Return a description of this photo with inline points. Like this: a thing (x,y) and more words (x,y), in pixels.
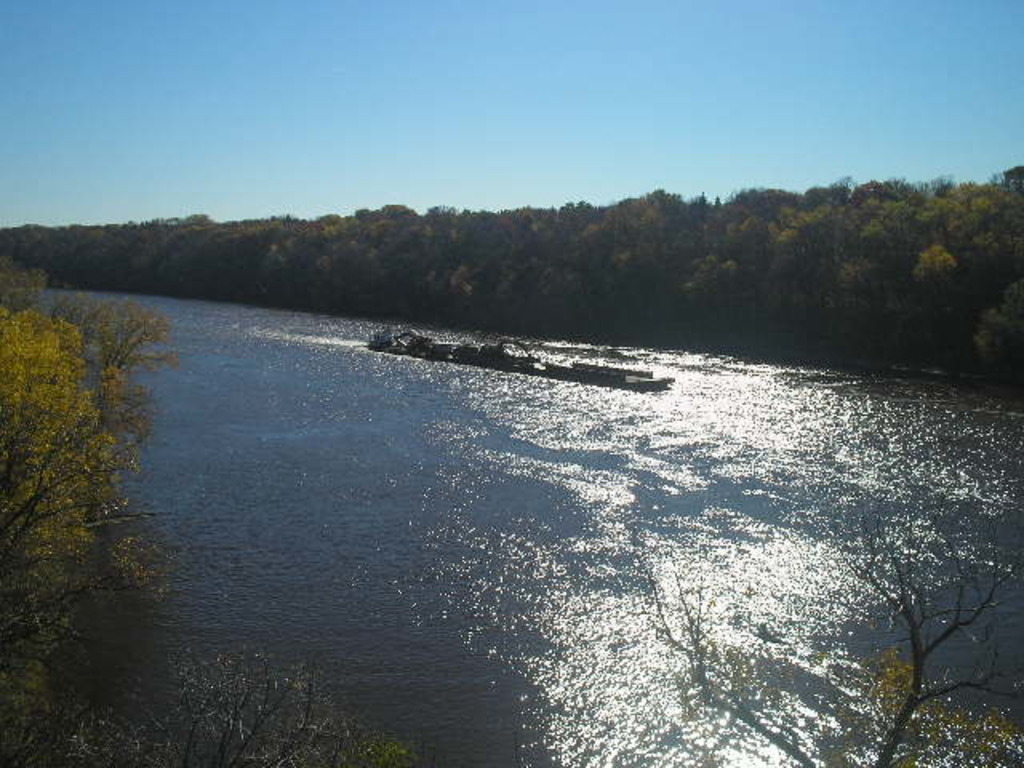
At the bottom (605,590) we can see trees (939,726), water (636,701) and there is a boat (480,351) on the water (456,398). In the background (917,313) there are trees (595,250) and sky (368,190).
